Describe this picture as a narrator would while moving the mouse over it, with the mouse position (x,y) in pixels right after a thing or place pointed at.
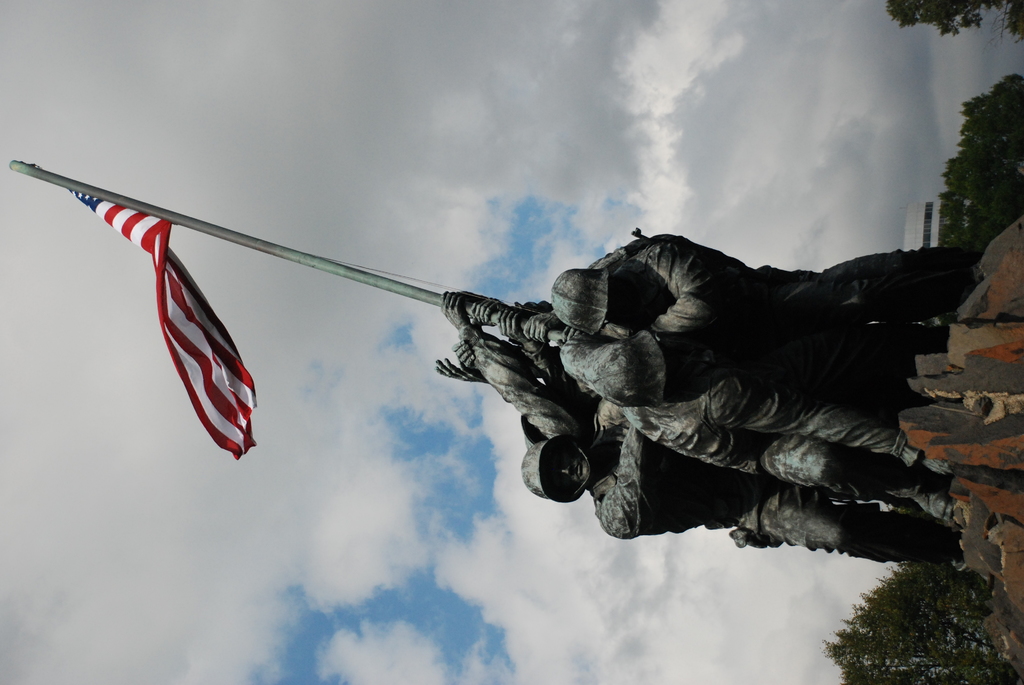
In this image we can see a statue (573,365) and a flag (166,305). In the background (925,230) there are buildings (929,241), trees (954,227) and sky (440,172).
